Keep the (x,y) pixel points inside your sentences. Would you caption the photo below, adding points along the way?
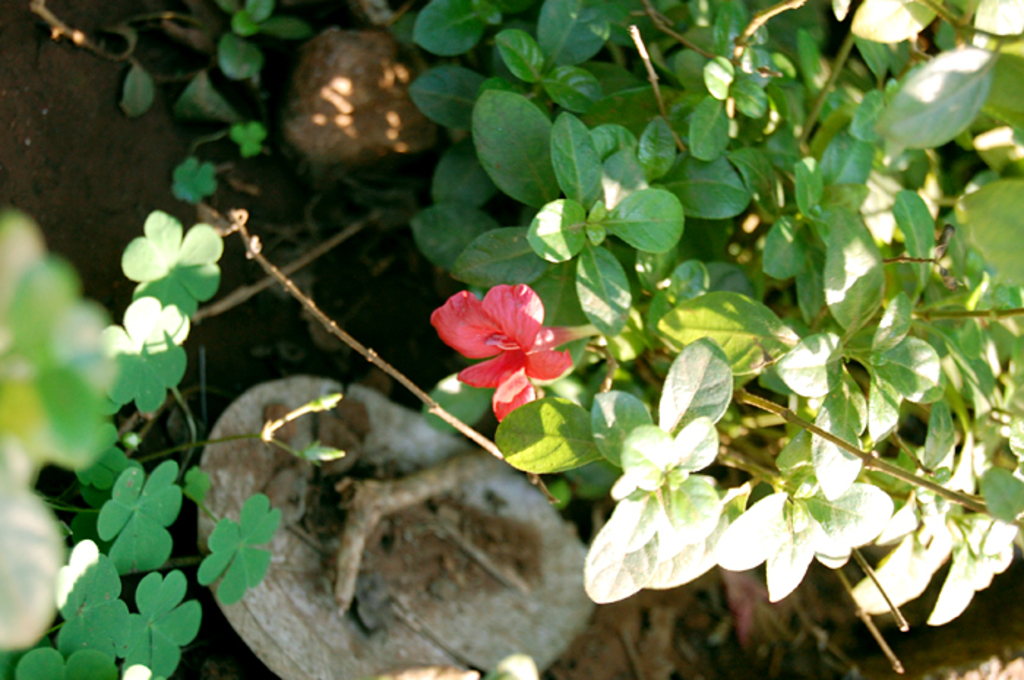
In the image there is plant (634,295) and a flower (536,341) on it. The flower (513,338) is of pink colour. There are two rocks (384,95) and the soil (77,161) is at the bottom (324,529).
